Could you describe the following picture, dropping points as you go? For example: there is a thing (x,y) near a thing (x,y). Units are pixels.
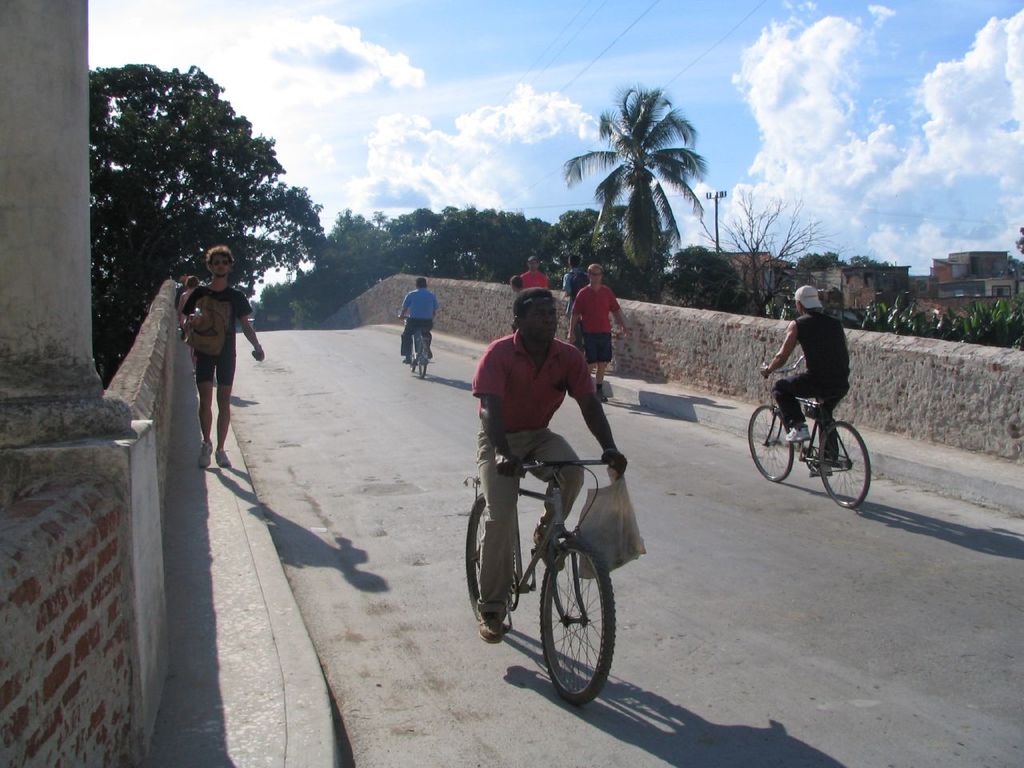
This image is clicked on a bridge (349,442). There are trees (627,171) left side (166,225) and right side (702,273). There are clouds (935,247) on the top (816,231). There are two people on the road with bicycle (570,563), one is right side (816,410) and the other one is in the middle (570,474) there is another man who is behind them on the bicycle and all the other people (197,346) they are walking on Footpath (619,375). There are so many people (545,423) on this Bridge (806,526). There are buildings (955,257) on the right side (882,294) and light (720,192) too.
